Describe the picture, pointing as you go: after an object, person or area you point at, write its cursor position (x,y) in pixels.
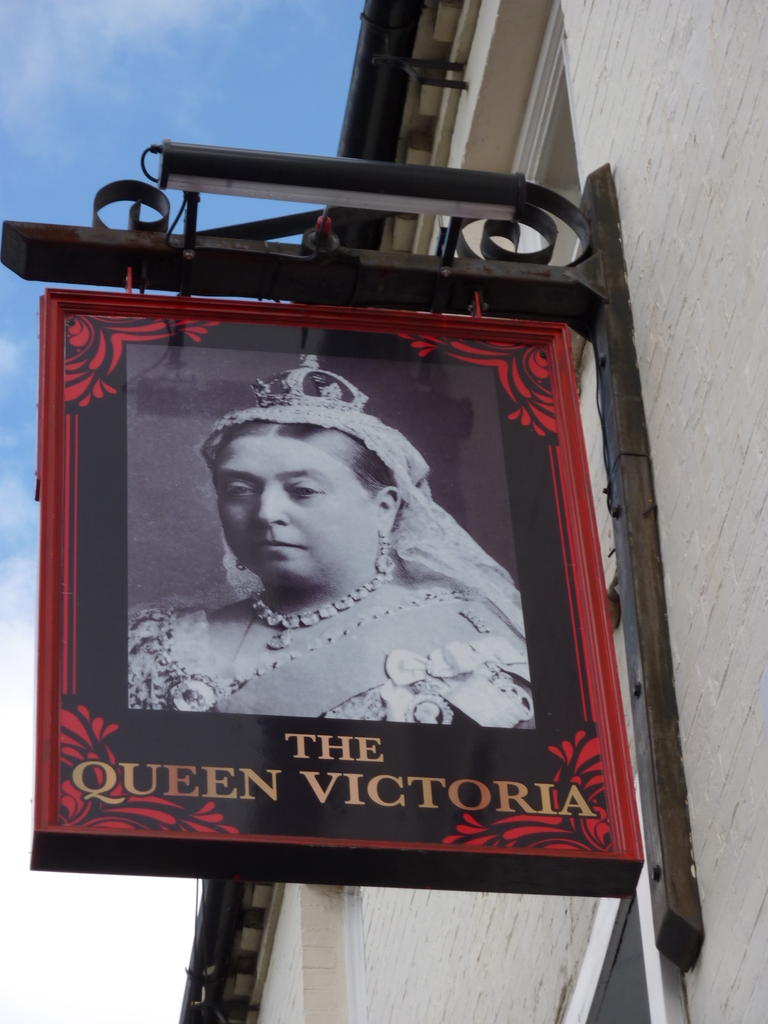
In this image I can see a board (114,582) which is attached to a metal rod (449,279). On this board (280,773) there is some text (274,771) and an image of a woman (313,550). This metal rod (131,236) is attached a wall (715,488). This is a part of a building (574,128). At the top of the image (223,33) I can see the sky (216,71) in blue color.
